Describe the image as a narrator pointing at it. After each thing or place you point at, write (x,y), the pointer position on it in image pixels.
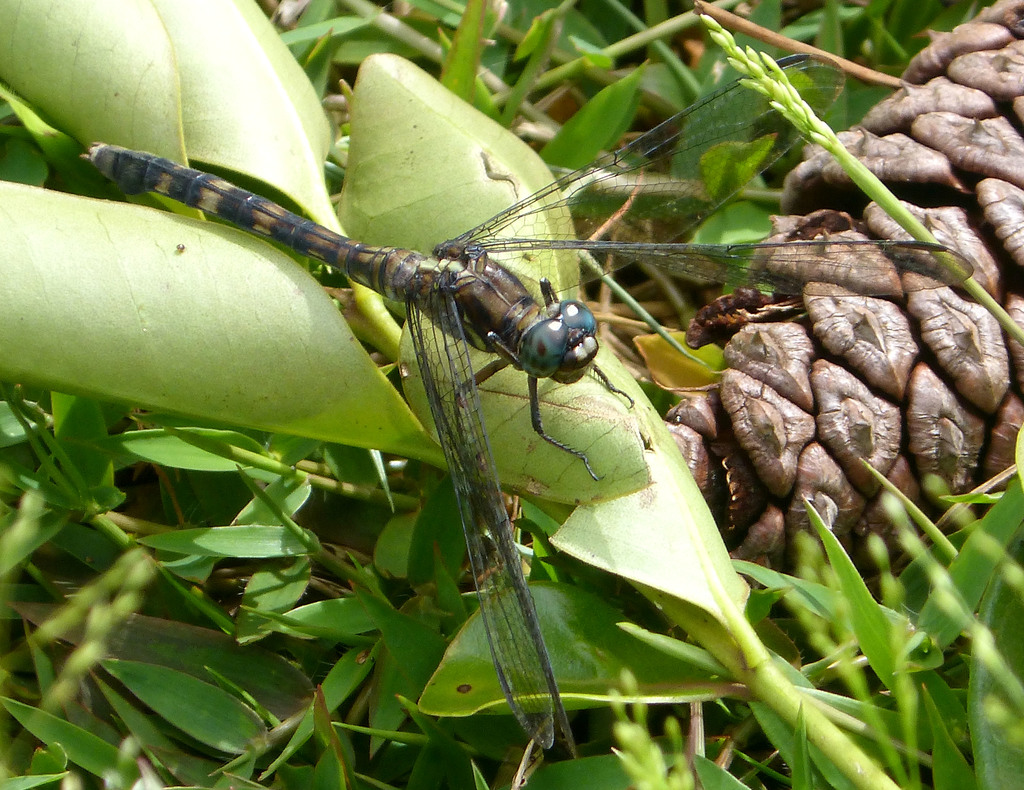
In this image we can see an insect (579,260) on leaves (474,614) and there are plants (626,102) in the background (49,725).
